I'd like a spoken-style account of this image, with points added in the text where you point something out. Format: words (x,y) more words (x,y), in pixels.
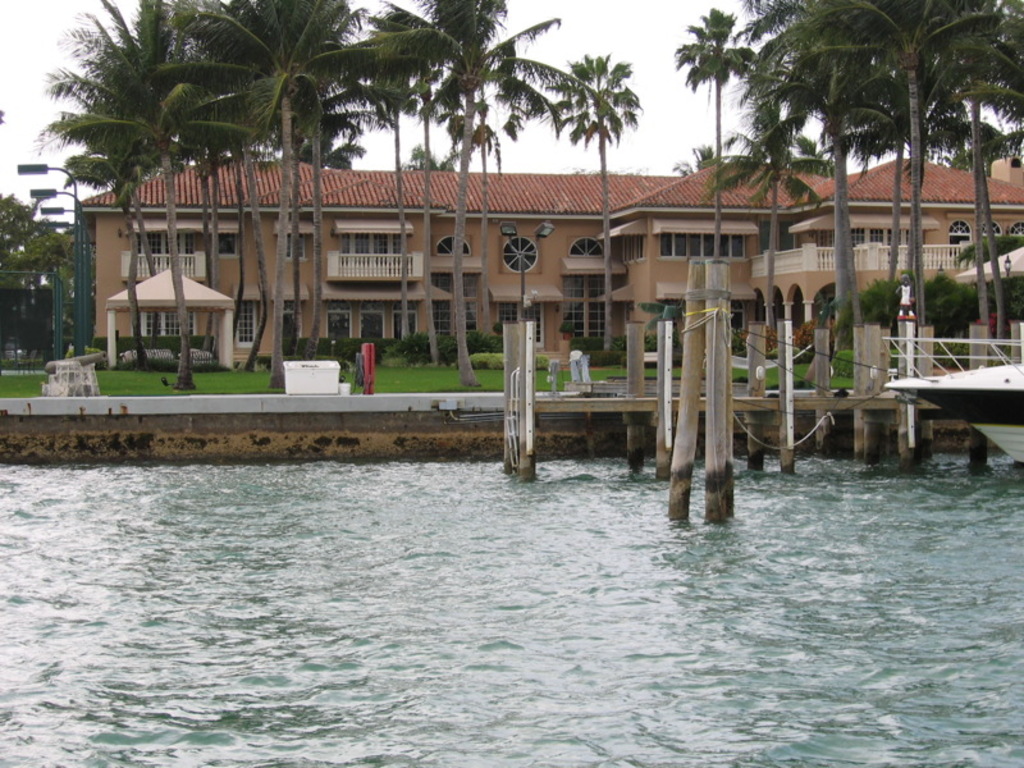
In this picture we can observe water (372,613). There are some wooden poles (670,390). We can observe a building (419,262). There are some trees (330,127). On the left side (87,291) we can observe some poles (74,209). In the background (80,189) there is a sky (660,49).
